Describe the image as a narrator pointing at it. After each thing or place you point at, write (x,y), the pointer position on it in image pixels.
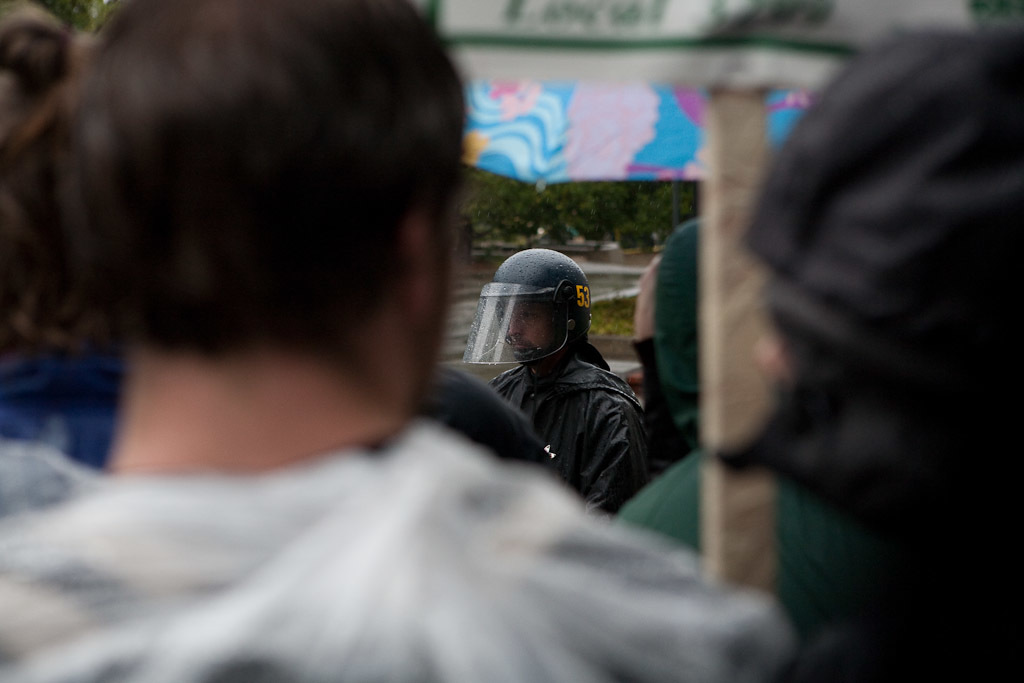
In this image I can see group of people (901,350). In front (444,570) the person (488,589) is wearing white color shirt (488,589), background (602,156) I can see an banner (588,136) in multi color and I can see trees (565,204) in green color.
